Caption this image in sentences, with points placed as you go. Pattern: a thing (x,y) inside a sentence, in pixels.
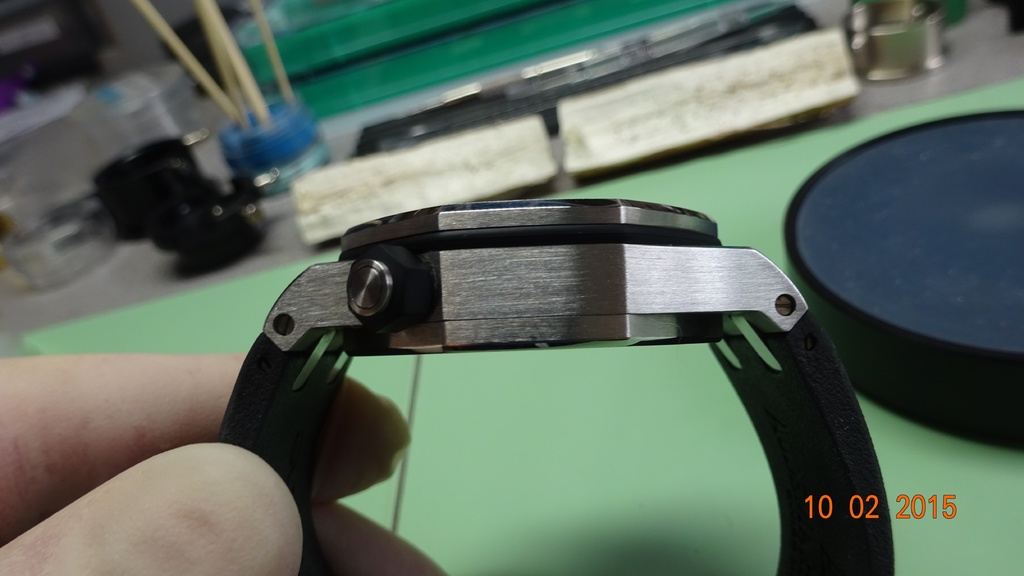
Here we can see a hand (340,417) of a person (271,557) holding a watch (688,294). In the background (311,144) we can see objects (426,74).
